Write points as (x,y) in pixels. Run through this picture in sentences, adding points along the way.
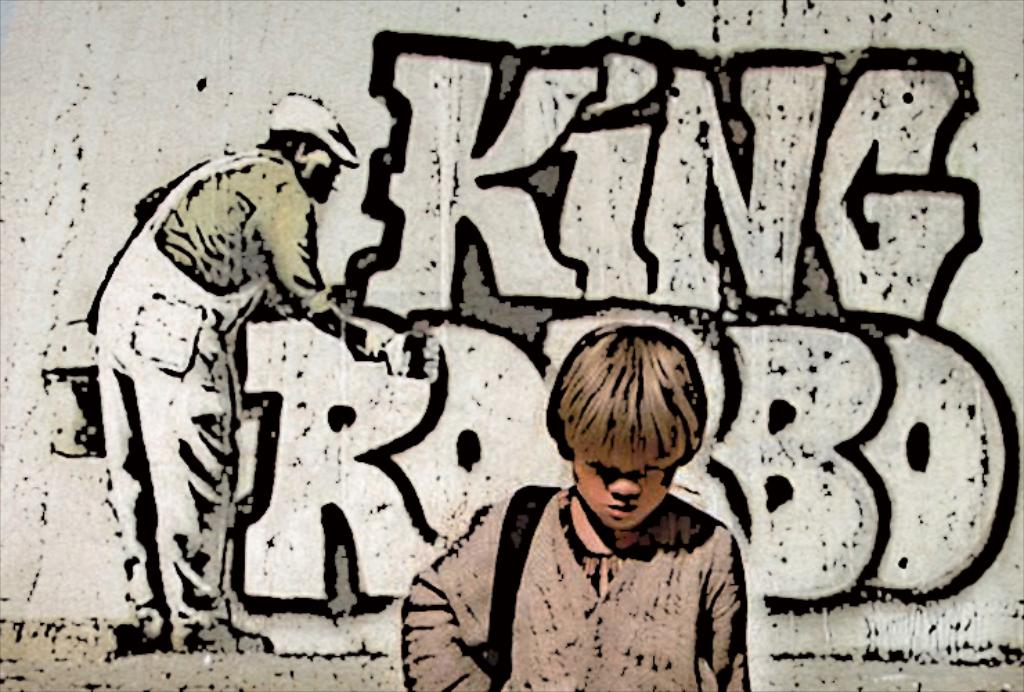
It is an editing picture. In the center of the image (657,376) we can see one boy (535,555) standing and wearing a backpack (531,506). In the background (286,455) there is a wall (47,308) and one person (247,304) standing and holding a paintbrush (422,346) and one bucket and he is wearing a cap (322,108). And we can see some painting (441,104) on the wall (436,486).
